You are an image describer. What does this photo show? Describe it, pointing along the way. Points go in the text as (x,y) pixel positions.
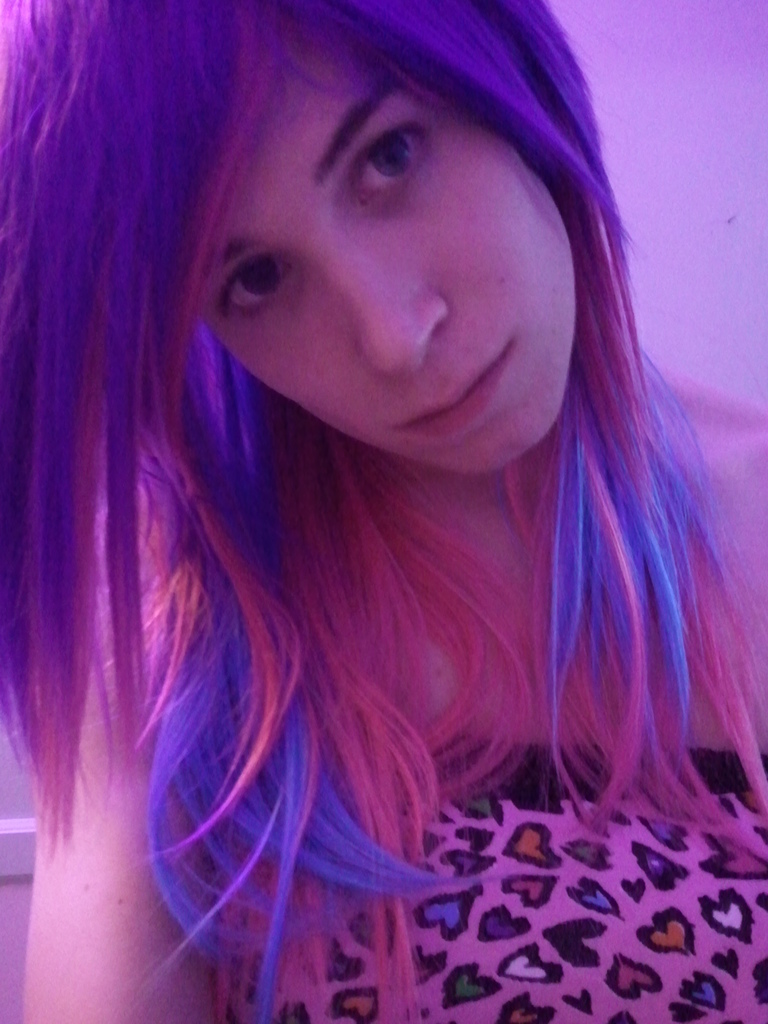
In this picture we can see a woman (224,580) and in the background (668,103) we can see the wall (638,219).
